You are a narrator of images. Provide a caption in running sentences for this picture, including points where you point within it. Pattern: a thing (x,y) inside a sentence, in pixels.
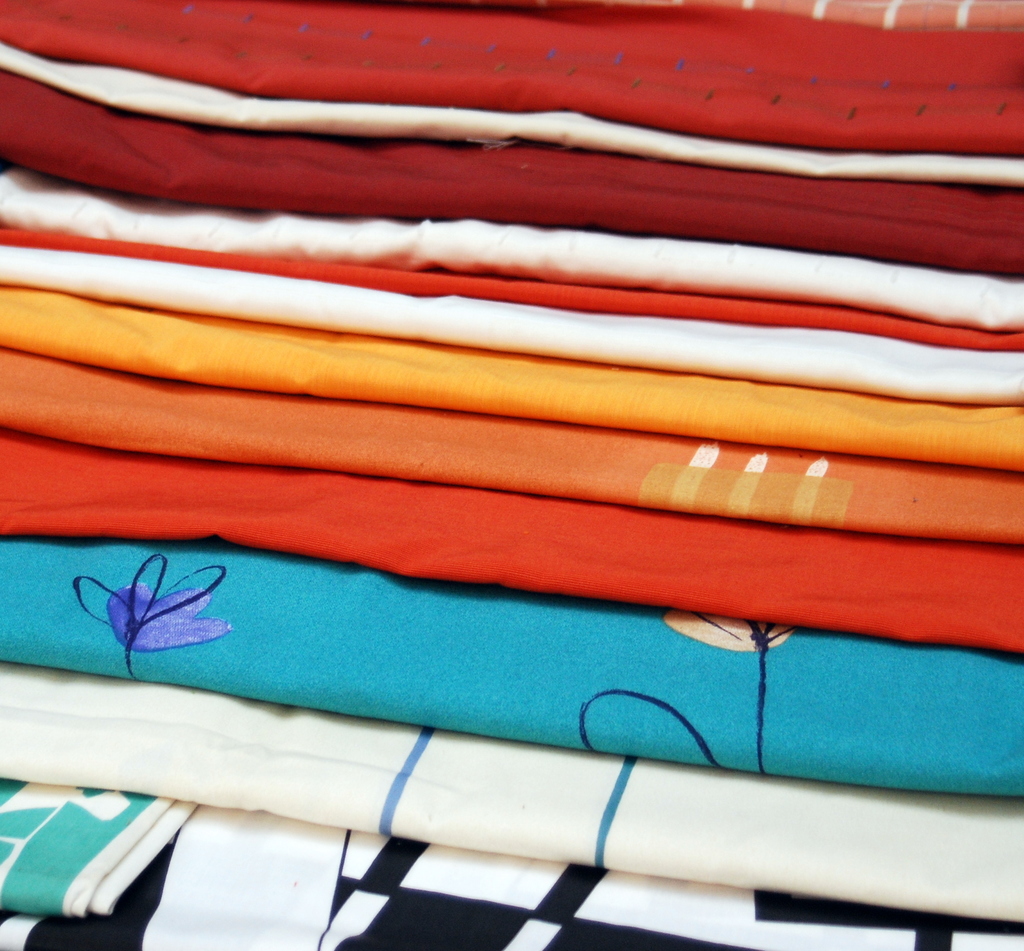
In this picture we can see colorful blue, orange, red and white bed sheet clothes (587,547) seen in the middle of the image (615,561).
